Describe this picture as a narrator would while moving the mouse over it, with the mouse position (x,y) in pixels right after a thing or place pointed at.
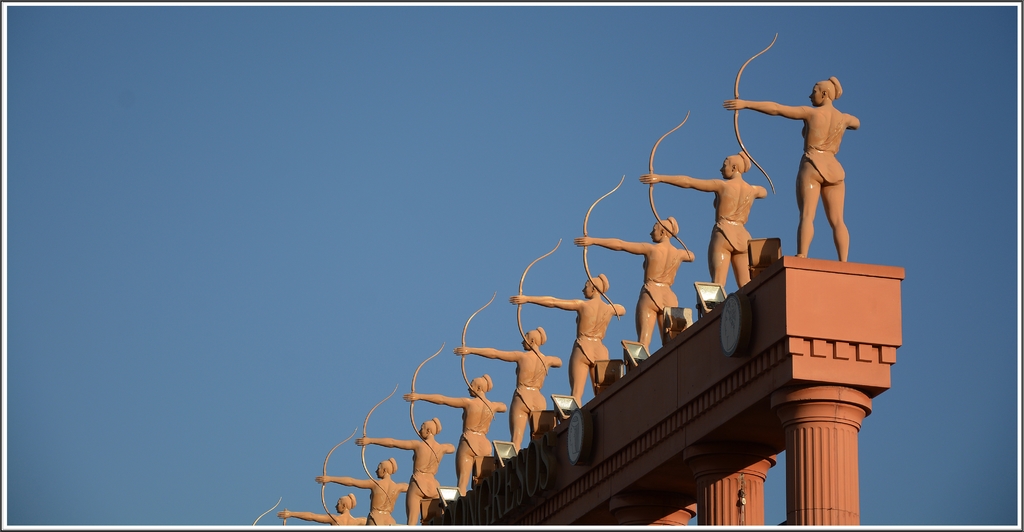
In this picture I can see many statues (819,191) on this wall (671,439). In the bottom right (812,499) I can see the pillars (727,485), beside the statues (378,523) I can see the focus lights (773,256). In the back (387,177) I can see the sky (387,177).
